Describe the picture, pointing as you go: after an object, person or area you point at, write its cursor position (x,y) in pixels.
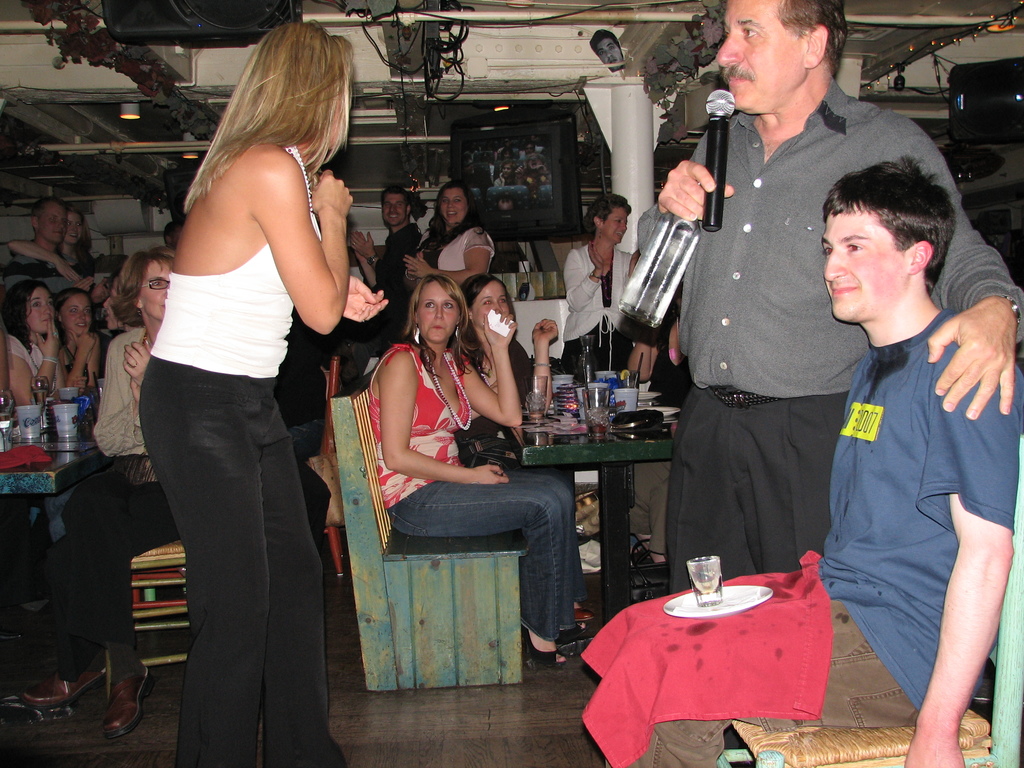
In this image we can see a person (902,503) sitting on a chair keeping a plate (726,607), glass (710,580) and a cloth (736,618) on his lap (833,668). We can also see some people (798,316) standing on the floor (564,743). In that a man (781,338) is holding a bottle (677,221) and a mic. On the backside (501,409) we can see a group of people (472,414) sitting on the chairs (516,536) beside a table (624,515) containing some glasses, plates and some objects (643,429) on it. We can also see a pillar (639,239), a television (509,207), some devices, wires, a mask (615,62) and a roof (556,90) with some ceiling lights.
